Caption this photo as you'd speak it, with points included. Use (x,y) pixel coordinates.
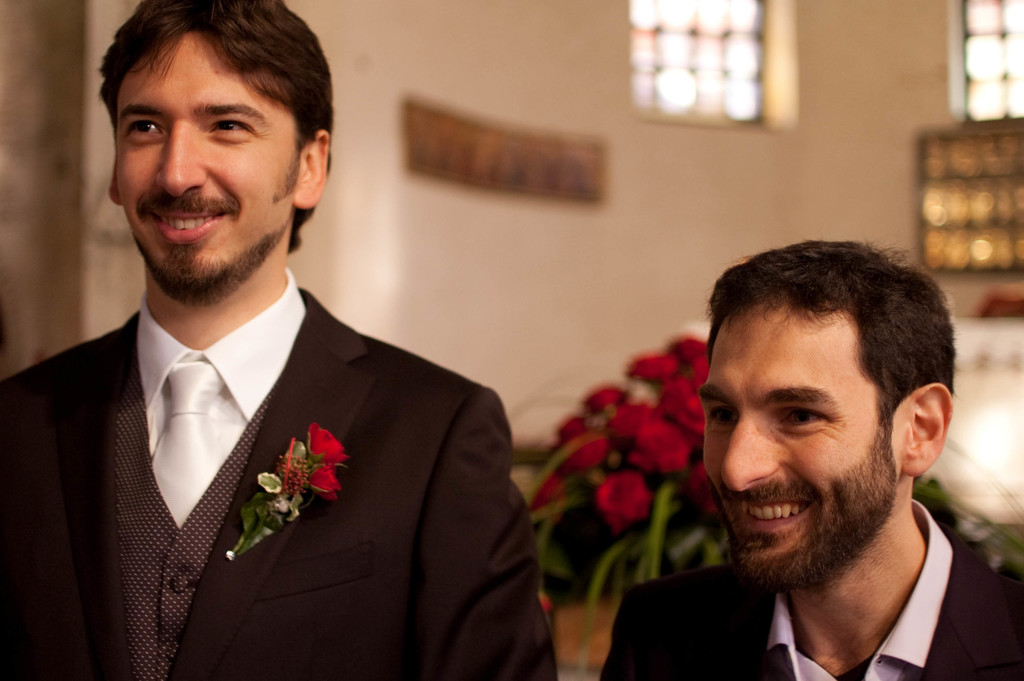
In this image we can see two men (498,538). On the backside (661,529) we can see a bouquet (672,471), an object (1016,232) placed on the surface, a wall (518,289) and the windows (719,95).
